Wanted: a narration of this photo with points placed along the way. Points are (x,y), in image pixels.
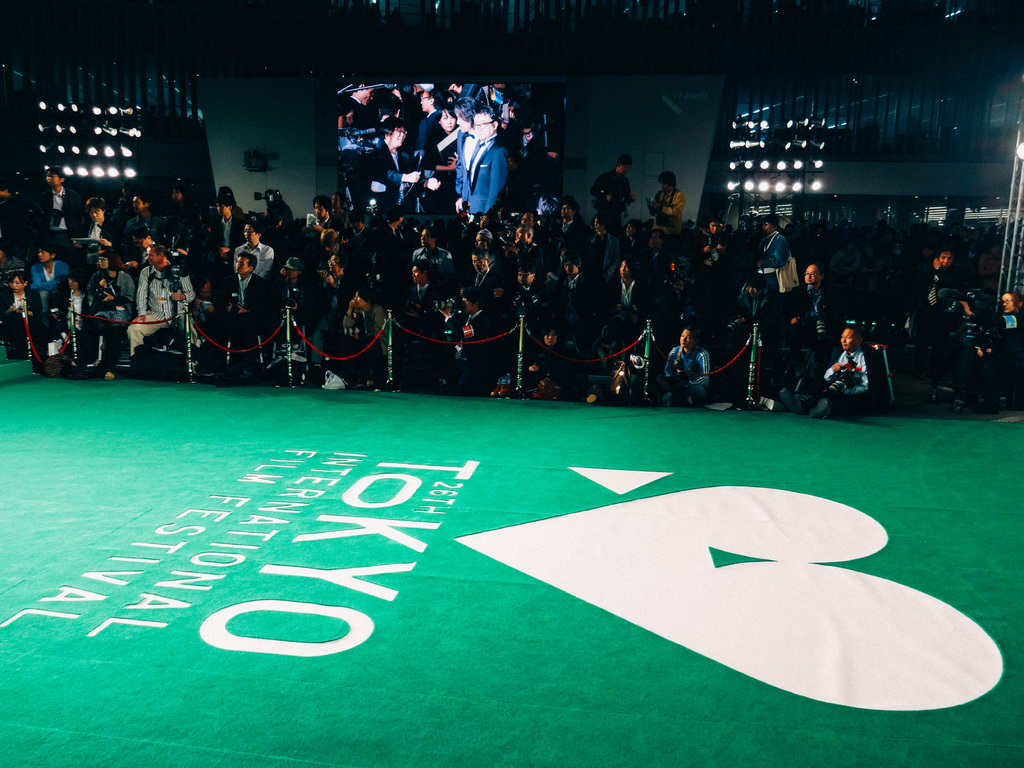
In this picture there is a stage (512,495) at the bottom side of the image (488,734) and there is a boundary (390,382) in the center of the image (429,361) and there are many people (457,330) those who are standing in front of the boundary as audience (11,323), there is a projector screen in the center of the image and there are spot lights (108,130) on the right (747,175) and left side of the image (104,117).
